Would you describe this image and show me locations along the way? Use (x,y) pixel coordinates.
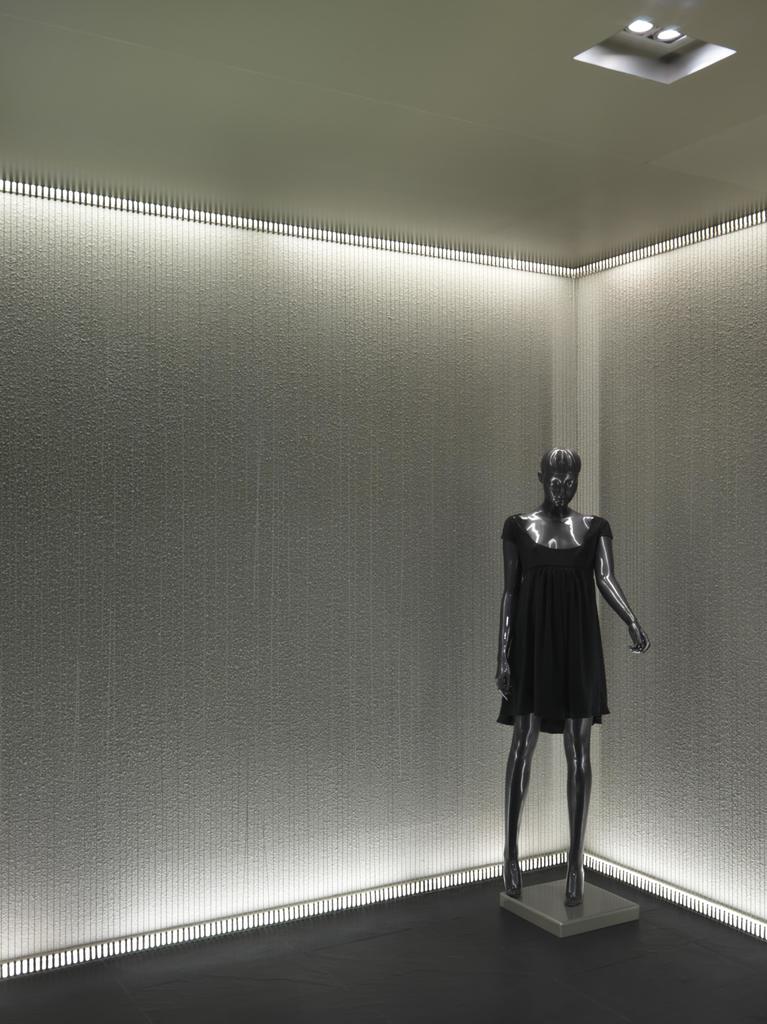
In this image I can see a mannequin (548,711). In the background (471,629), I can see the wall (479,268). At the top (653,26) I can see the lights (650,39).
